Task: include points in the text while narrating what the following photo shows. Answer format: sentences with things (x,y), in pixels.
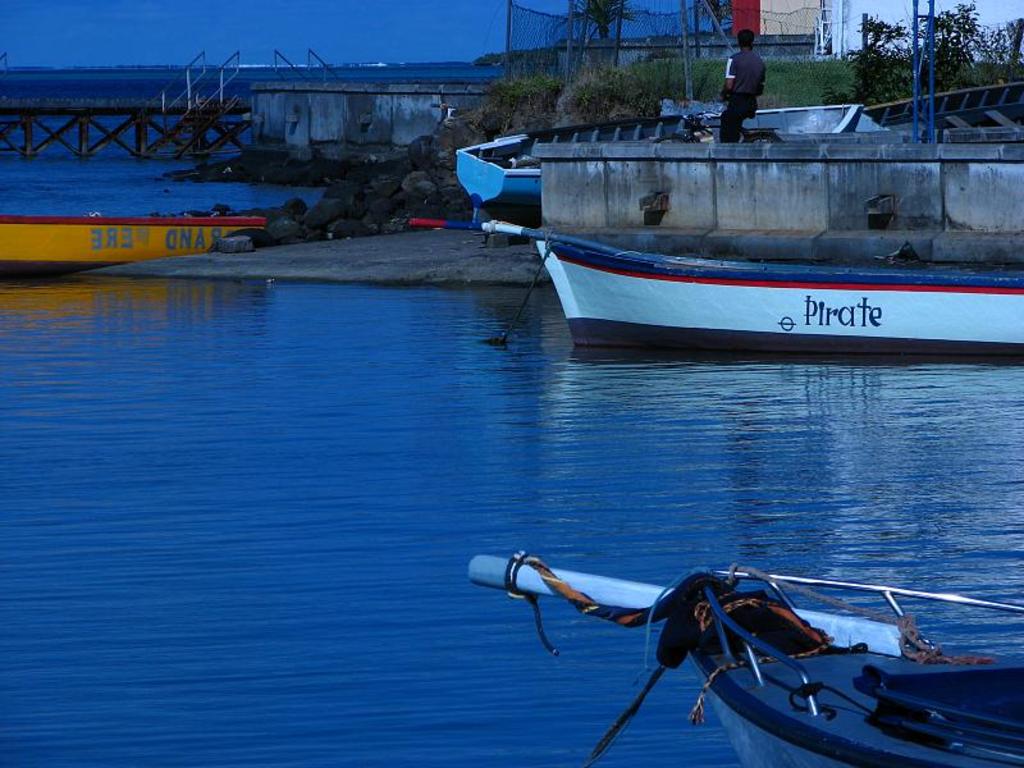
As we can see in the image there are boats (116,219), water (278,341), bridge (114,107), trees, a man (736,100) standing over here, grass (807,87) and there is a house (753,14).
